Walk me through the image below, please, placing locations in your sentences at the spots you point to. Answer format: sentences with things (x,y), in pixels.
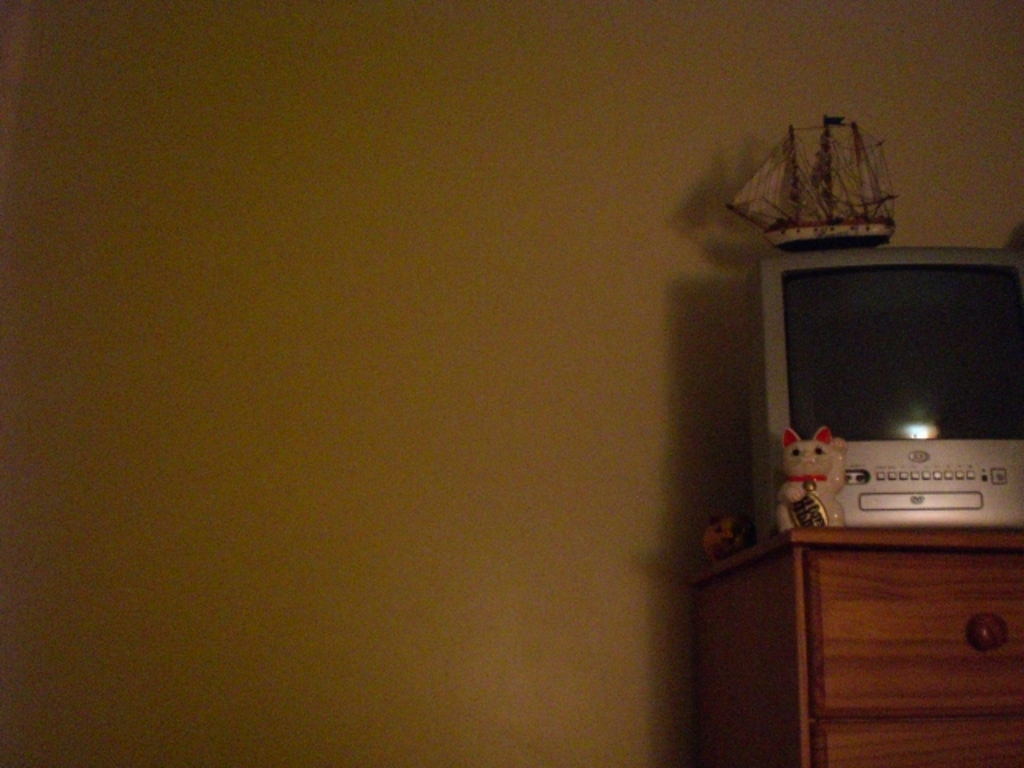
In the picture I can see a television (936,413) and some other objects (805,488) placed on a table (922,650) in the right corner (791,482) and the background wall (321,423) is in yellow color.
